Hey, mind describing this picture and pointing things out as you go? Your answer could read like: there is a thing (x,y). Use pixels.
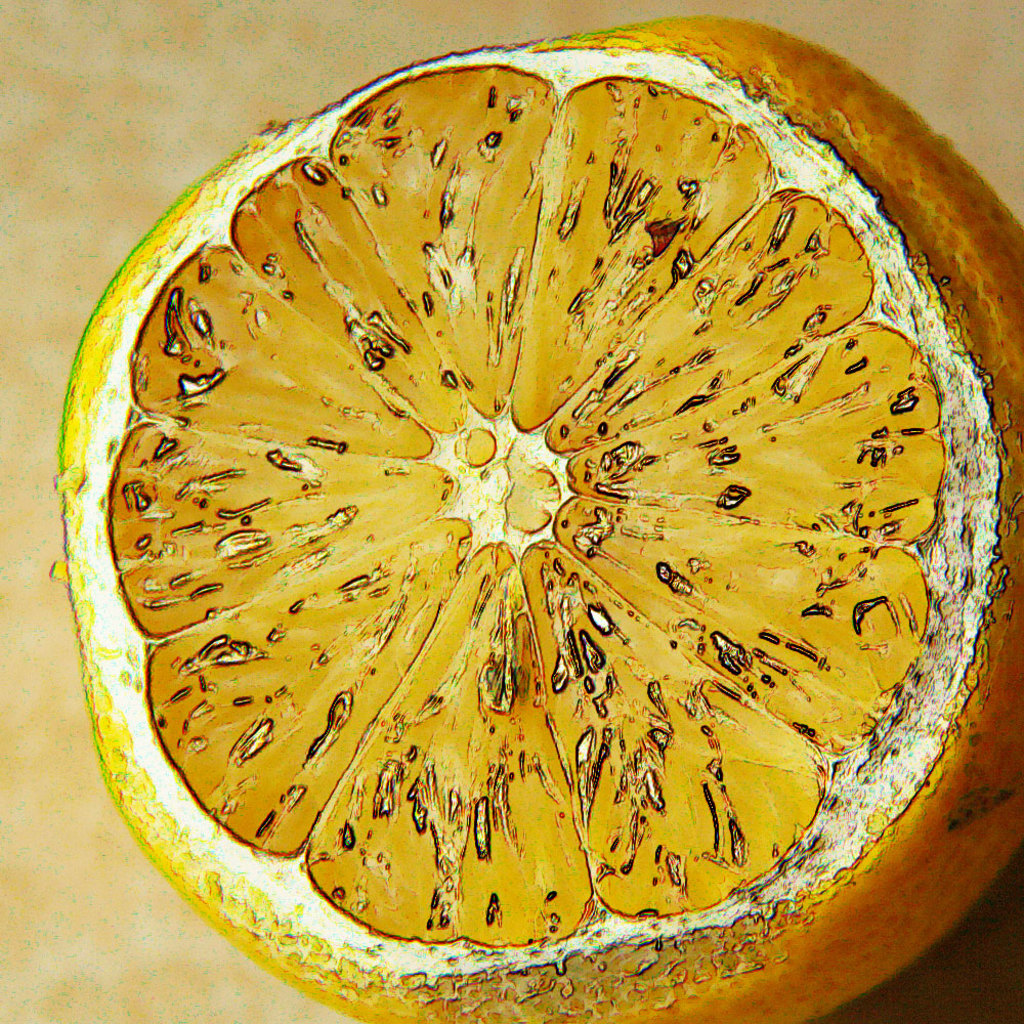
In the image in the center (472,493), we can see the painting (512,305) of the orange fruit (606,519).
